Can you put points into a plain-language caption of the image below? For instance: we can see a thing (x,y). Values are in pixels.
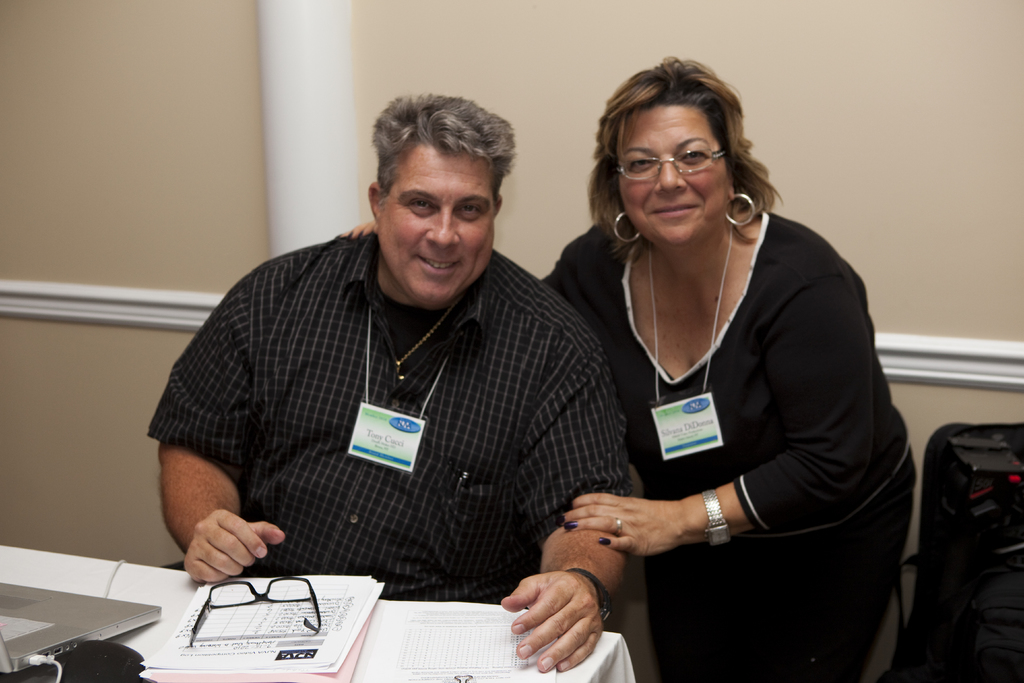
In this image we can see a man (288,526) wearing black shirt (407,398) is sitting and this woman (792,385) wearing a black dress (801,413), spectacles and watch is standing and they both are smiling. Here we can see papers (312,609), files (282,678), spectacles (315,629) and laptop (78,605) placed on the table (102,577). Here we can see something which is in black color and the wall (408,58) in the background (24,77).
